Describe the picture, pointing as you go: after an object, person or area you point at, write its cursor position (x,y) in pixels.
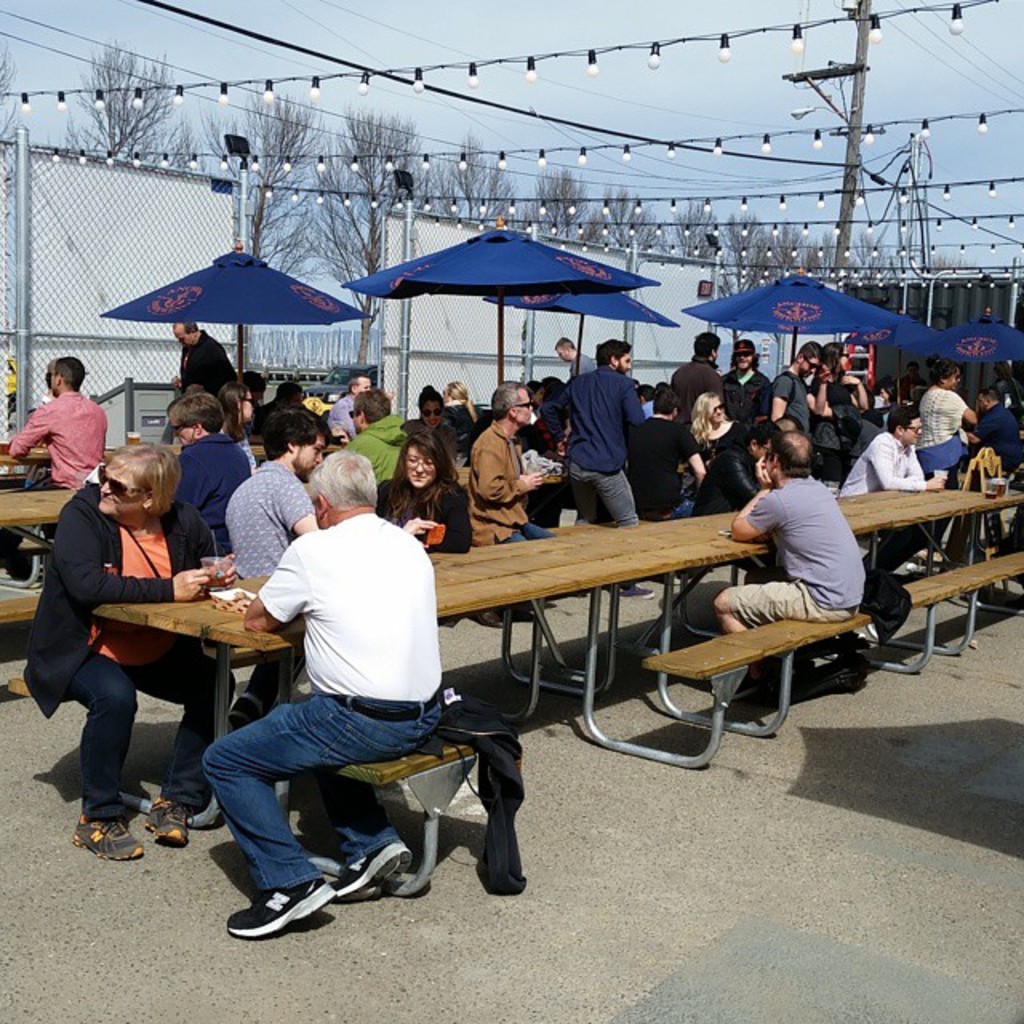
In this image, we can see a group of people (381,597) sitting on the bench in front of the table (480,557). In the background (623,365), we can also see a few people (743,372) are walking, umbrella (235,263), net fence (50,210), lights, trees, electric pole (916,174). At the top (704,62), we can see a sky (701,62), at the bottom (662,858), we can see a road (483,1006).
